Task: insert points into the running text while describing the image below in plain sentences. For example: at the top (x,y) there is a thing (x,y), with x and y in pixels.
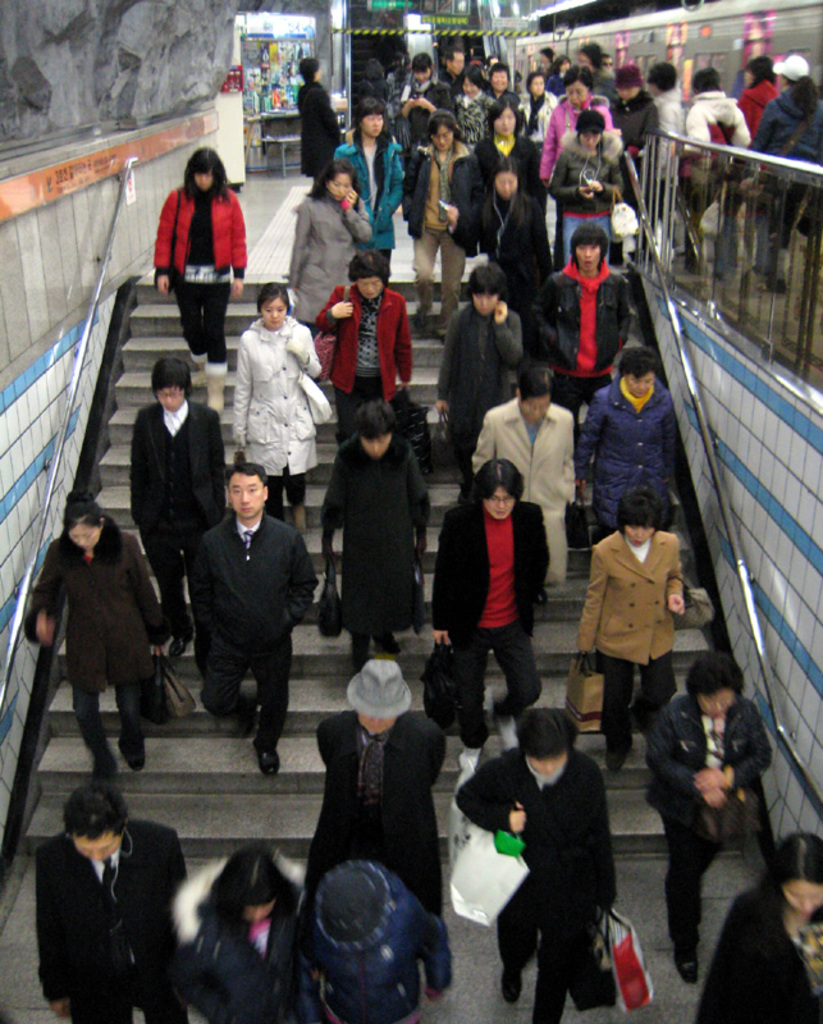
In the image there is a crowd (433,152) on the platform (284,180) and many people (554,129) were getting down the stairs (227,412).
